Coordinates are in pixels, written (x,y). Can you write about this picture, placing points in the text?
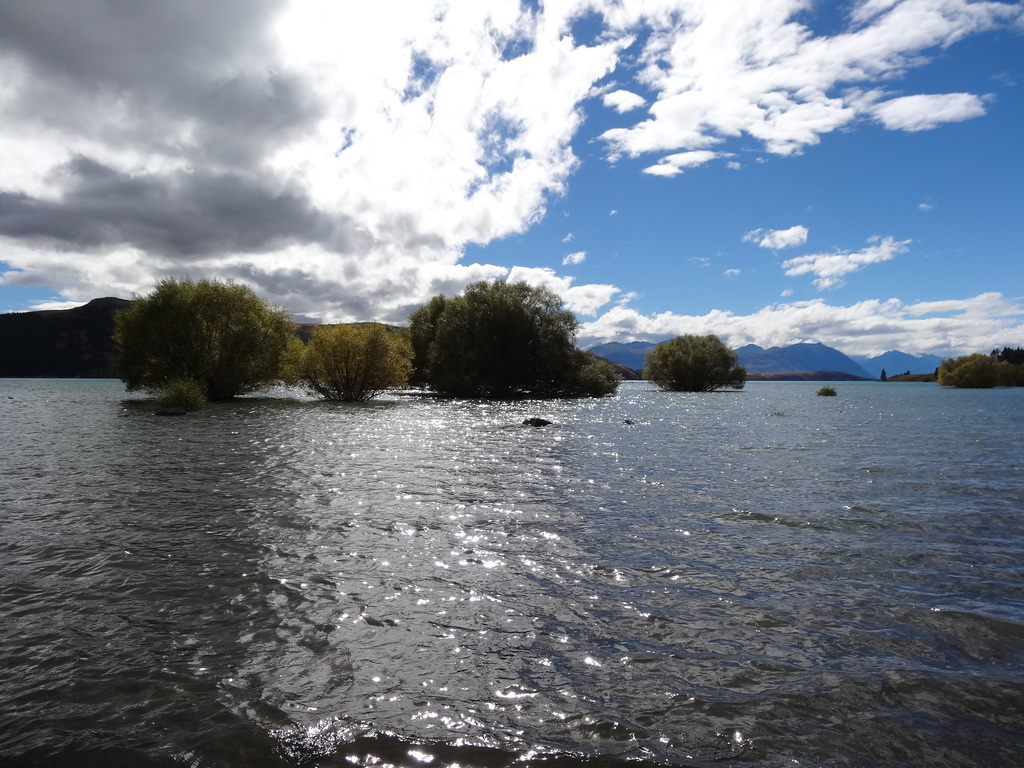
In this image there is water (419,587). In the back (491,385) there are trees (433,380). In the background (295,332) there are hills (61,327) and sky (543,114) with clouds (437,117).
